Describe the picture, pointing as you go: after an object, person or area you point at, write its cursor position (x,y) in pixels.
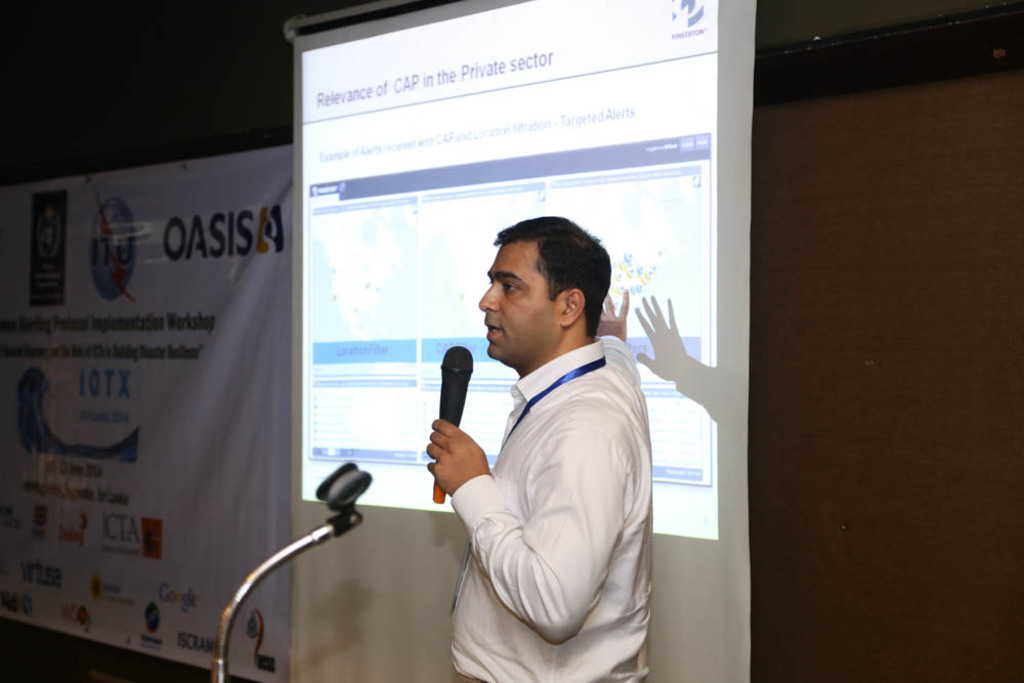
In this image i can see a man (557,465) standing holding a microphone (461,391). In the background (435,371) i can see a screen (489,114) and a banner (165,369).
